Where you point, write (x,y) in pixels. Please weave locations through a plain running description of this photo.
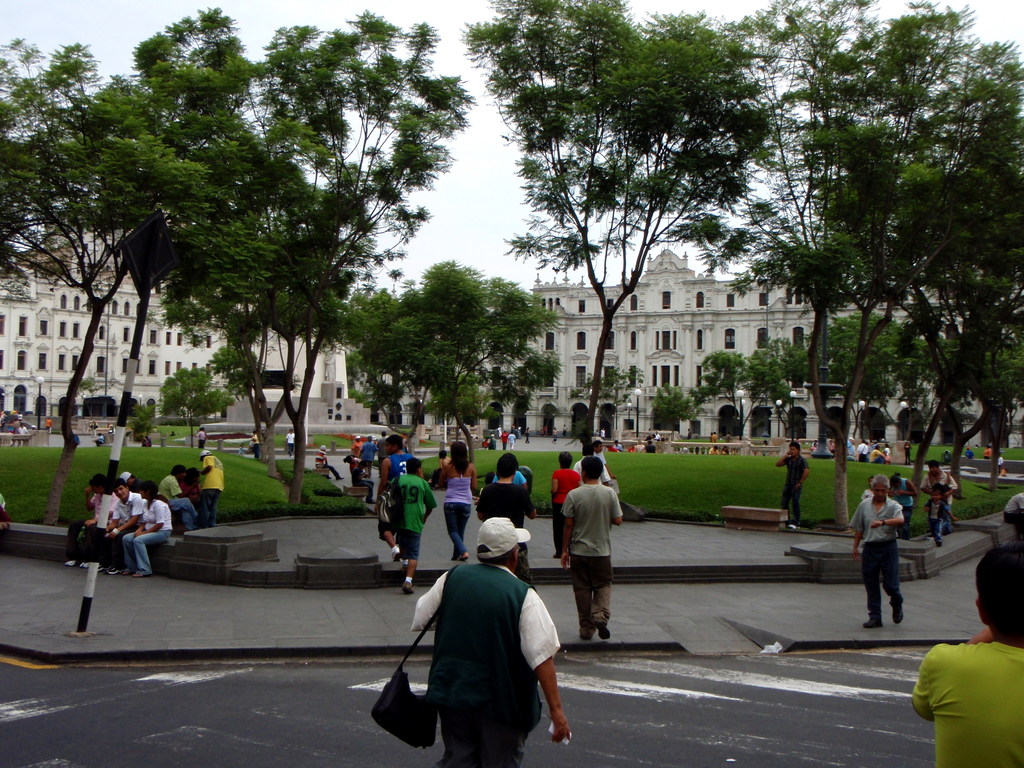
In this picture I can see at the bottom (471,648) a group of people (447,669) are there, in the middle (405,323) there are trees (297,478), in the background (14,403) there are buildings (5,399). At the top (525,154) there is the sky (525,154).
